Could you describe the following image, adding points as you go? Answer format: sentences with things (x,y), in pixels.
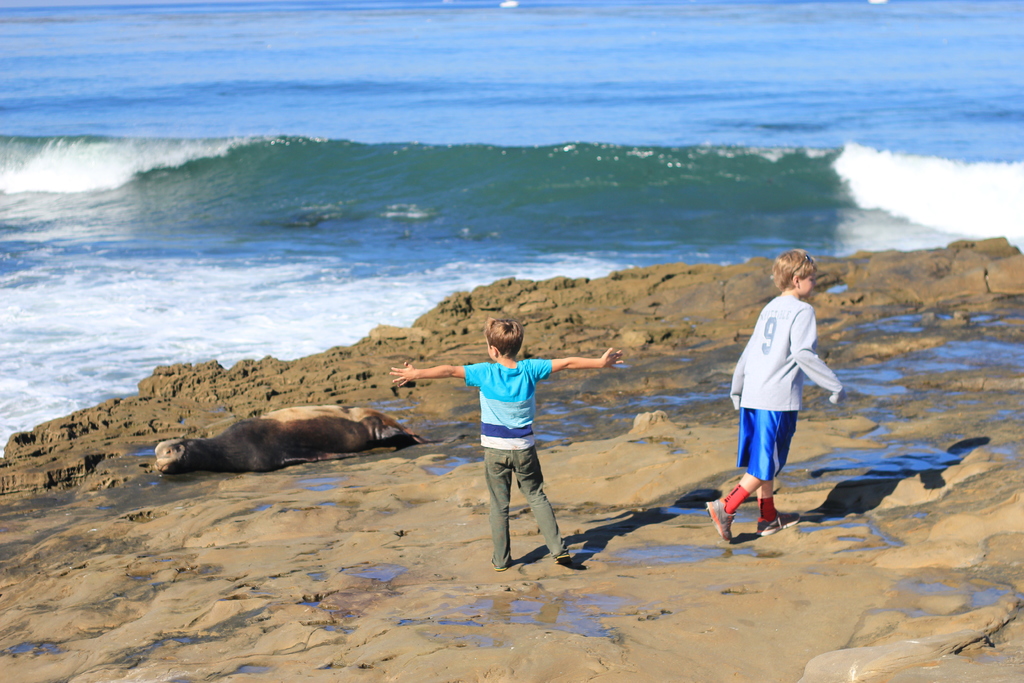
On the mud surface (688,550) we can see seal (280,427) and two boys (499,452). Background (874,158) portion of the image there is water (65,209).
